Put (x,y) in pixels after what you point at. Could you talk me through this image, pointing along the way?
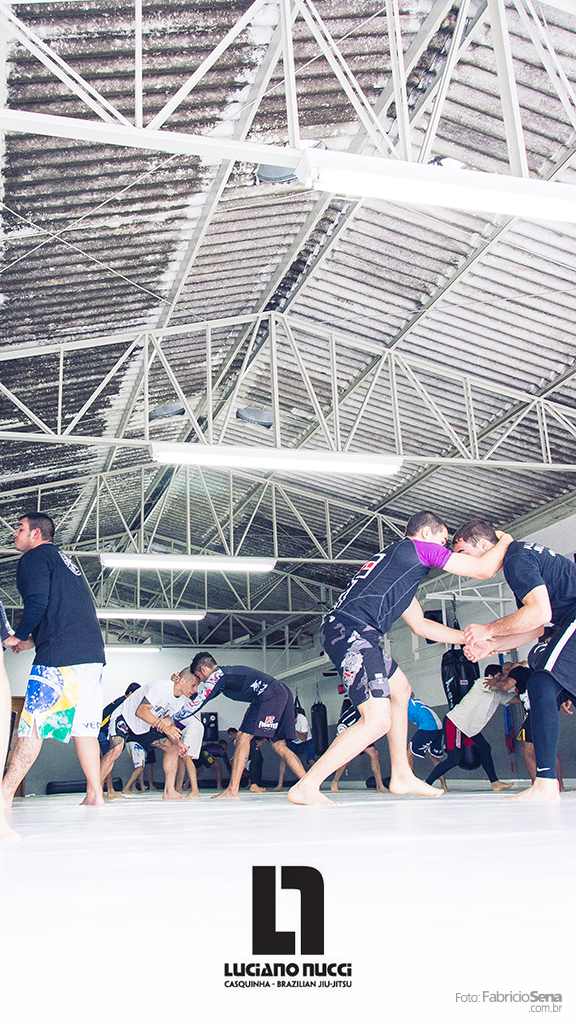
In this picture I can see there are some people (93,713) standing here and they are wrestling here and there are lights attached to the iron frames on the ceiling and there is a logo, name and a water mark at bottom of the image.
